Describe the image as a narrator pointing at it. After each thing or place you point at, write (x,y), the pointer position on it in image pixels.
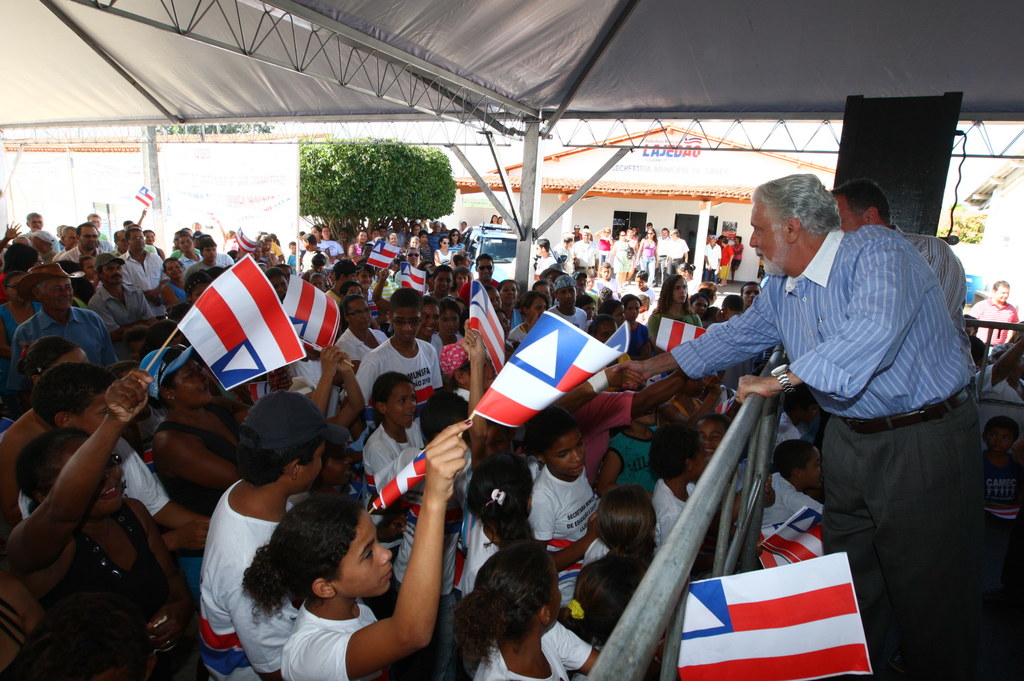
Here in this picture we can see number of children (389,369) standing over a place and they are carrying flag posts (161,348) in their hands (140,381) and in front of them we can see a person (842,254) standing and encouraging them and in between them we can see a railing (771,407) present and at the top (494,93) we can see a tent (125,115) present and in the far we can see a store (610,210) present and we can see plants (349,157) present over there.
